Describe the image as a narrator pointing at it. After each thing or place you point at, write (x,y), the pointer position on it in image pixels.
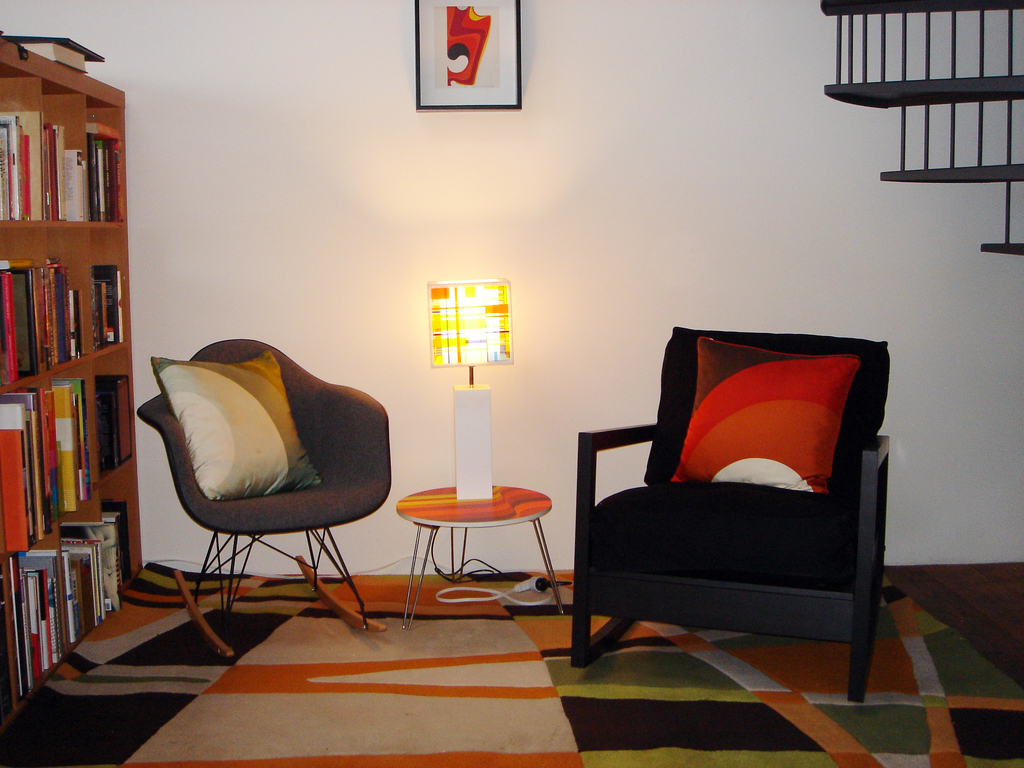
In picture its a room (707,583) with two cushion chairs (643,492) with pillows (740,439) and lamp (475,471) in the middle (519,500) on a small table (545,550) and a carpet (428,589) on the floor (503,721). On left side (8,145) there is book rack (5,102) with several books (46,479). There is photo frame (445,69) in the middle of the room (474,71). On the right side (952,81) there is staircase (1009,170).
